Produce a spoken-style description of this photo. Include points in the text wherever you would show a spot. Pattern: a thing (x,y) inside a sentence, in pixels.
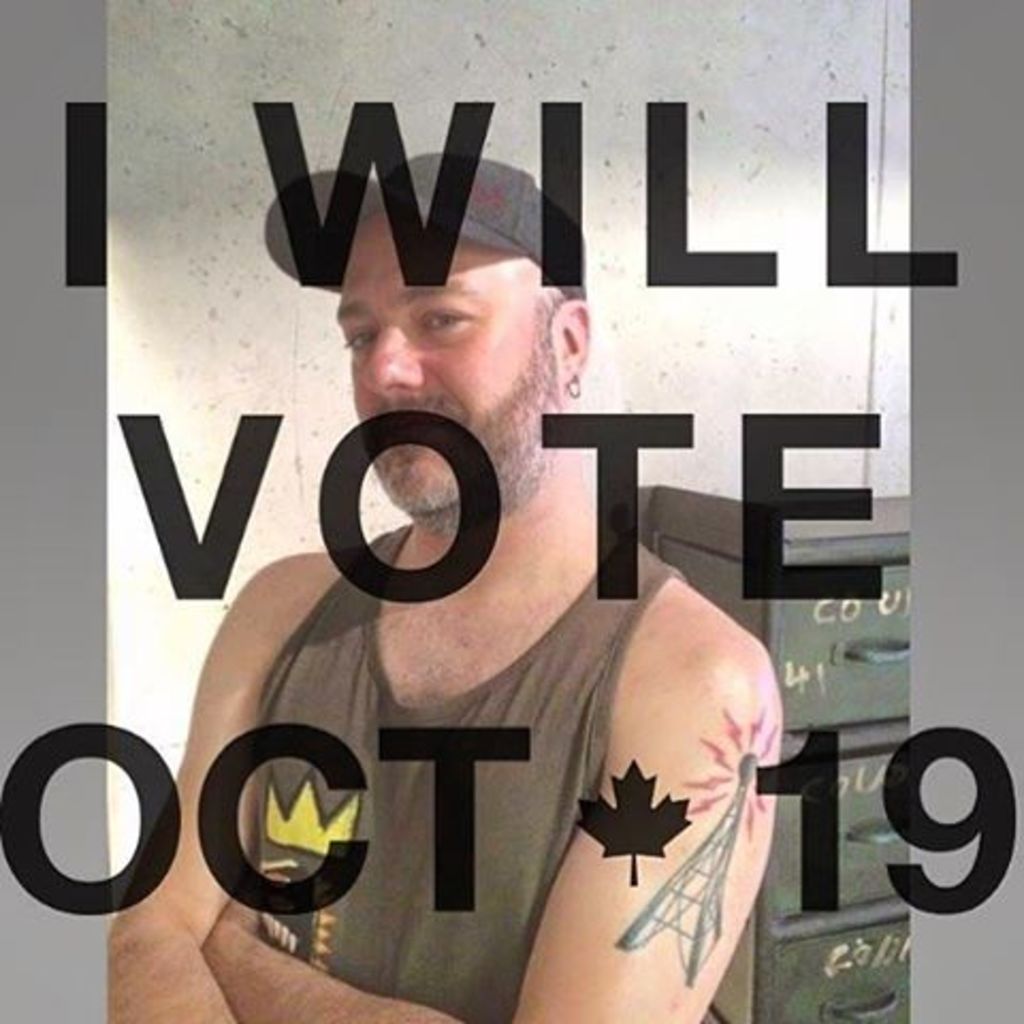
In this image in front (370,787) there is a person (210,992). Behind him there is a wall (317,69). On the right side of the image (838,949) there is a rack (865,616). There is some text (558,248) in front of the image.
